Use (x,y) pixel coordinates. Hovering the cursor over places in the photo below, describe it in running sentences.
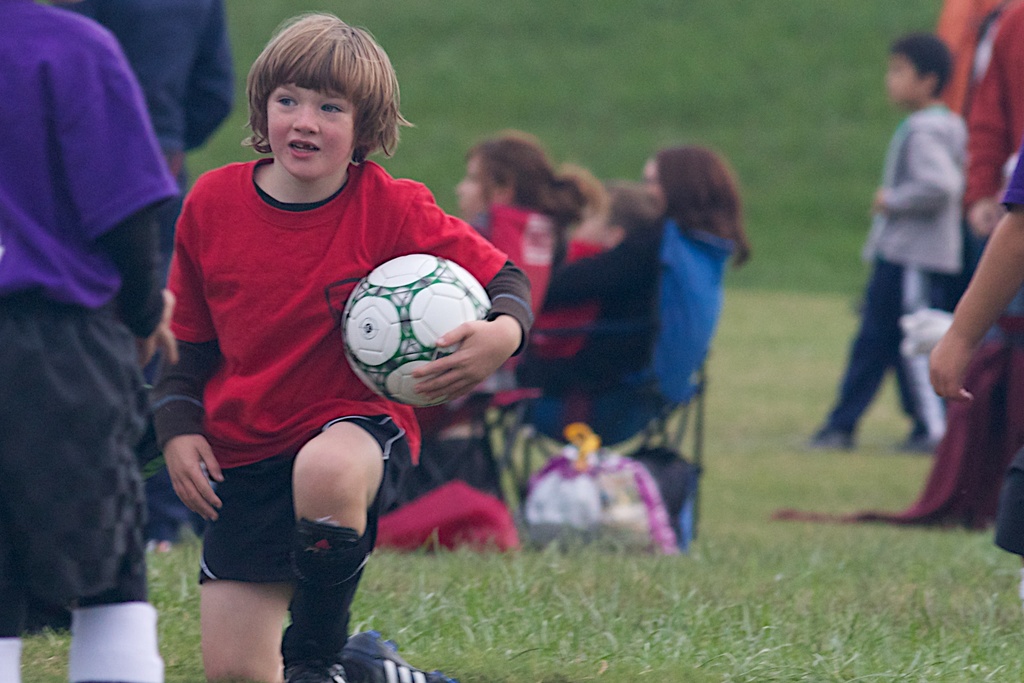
In this image we can see a boy (434,243) sitting and holding the ball (357,340) in the hand (468,334), and here a group of persons (953,151) are standing and here group of people (555,297) are sitting, and here is the grass (745,543).
